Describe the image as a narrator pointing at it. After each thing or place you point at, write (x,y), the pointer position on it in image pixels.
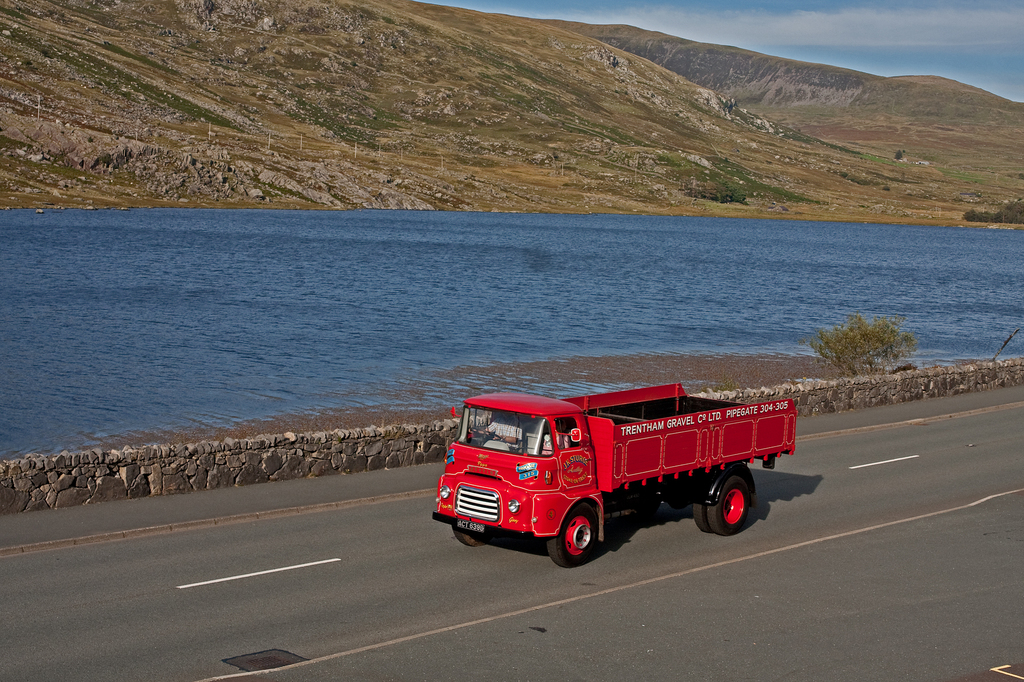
In this picture we can see a red color vehicle (667,503) traveling on the road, there is water (511,314) in the middle (486,316), in the background (784,196) we can see plants (657,81) and trees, there is the sky (929,35) at the right top of the picture (914,27), we can see a person (506,423) in the vehicle (507,447).
